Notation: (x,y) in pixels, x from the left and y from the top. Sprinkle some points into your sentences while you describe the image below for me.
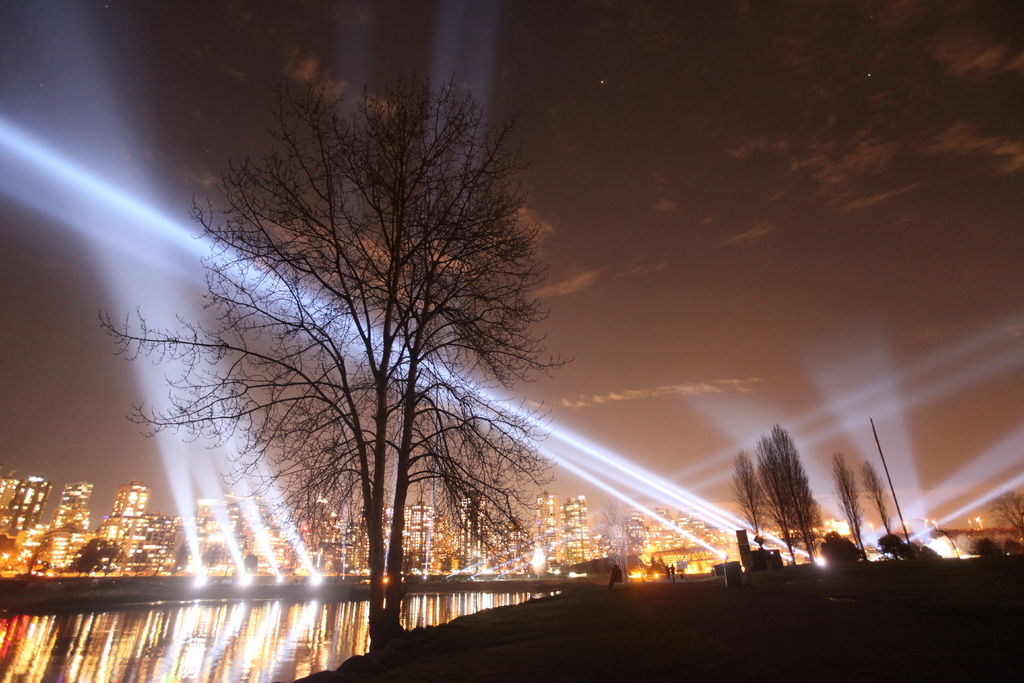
This is completely outdoor picture. On the top of the picture (482,40) we can see a clear sky (304,41) and it is really dark. These are stars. We can able to see clouds (970,147) in the sky (773,173). These are bare trees (398,478). Here there is a lake (210,641) with water (246,638). Afar we can see few buildings (180,544) with lights (224,529).
